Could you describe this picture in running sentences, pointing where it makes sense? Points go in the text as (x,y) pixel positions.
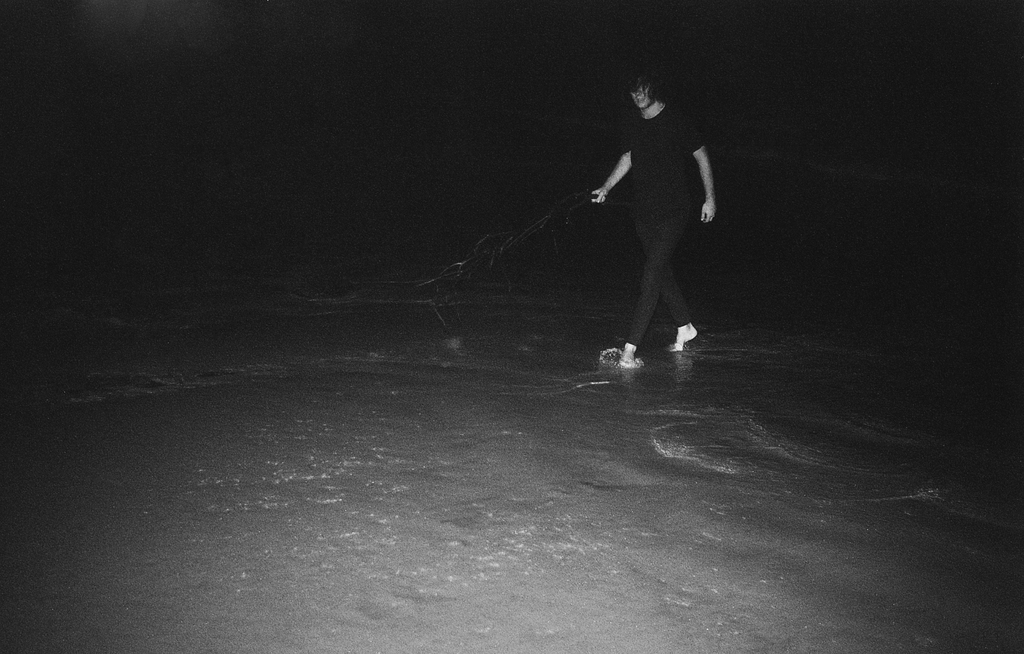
In this picture we see a person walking on the sea shore (608,369) in the dark.
